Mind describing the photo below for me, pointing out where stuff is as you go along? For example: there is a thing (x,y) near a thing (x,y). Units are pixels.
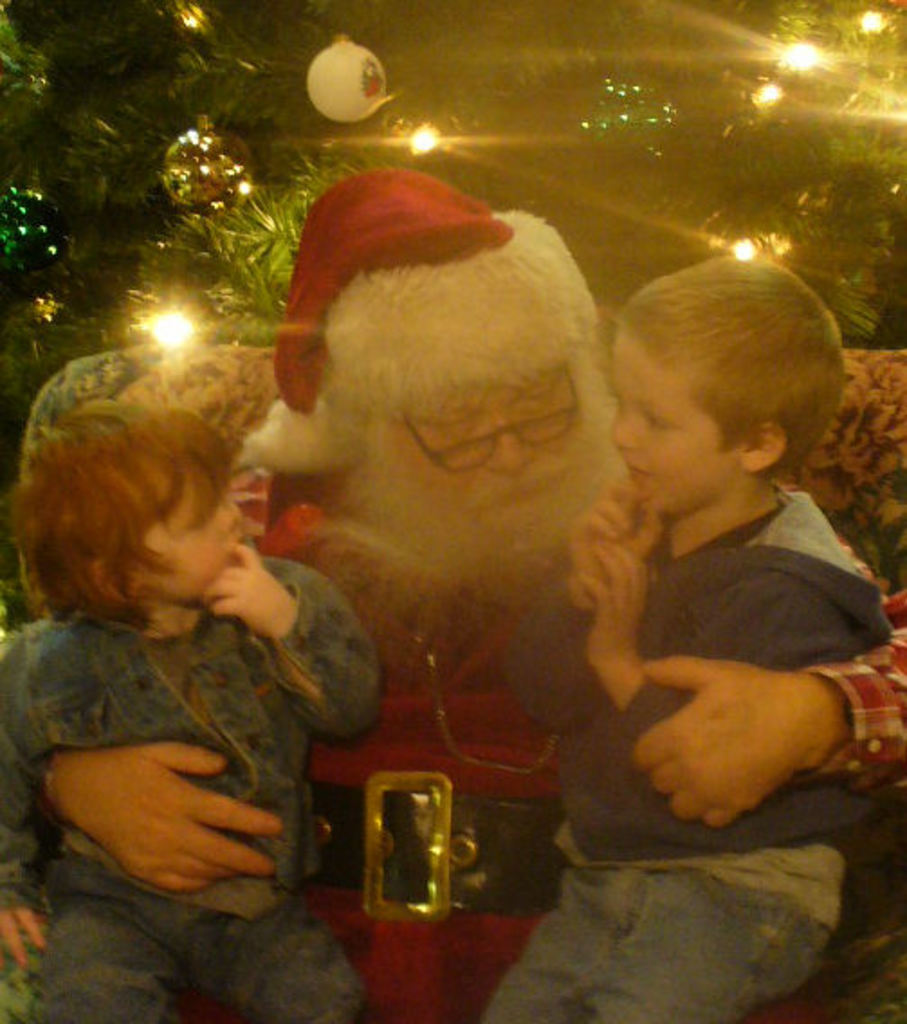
In this image we can see one man (490,670) holding two children (738,272) in his arms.
